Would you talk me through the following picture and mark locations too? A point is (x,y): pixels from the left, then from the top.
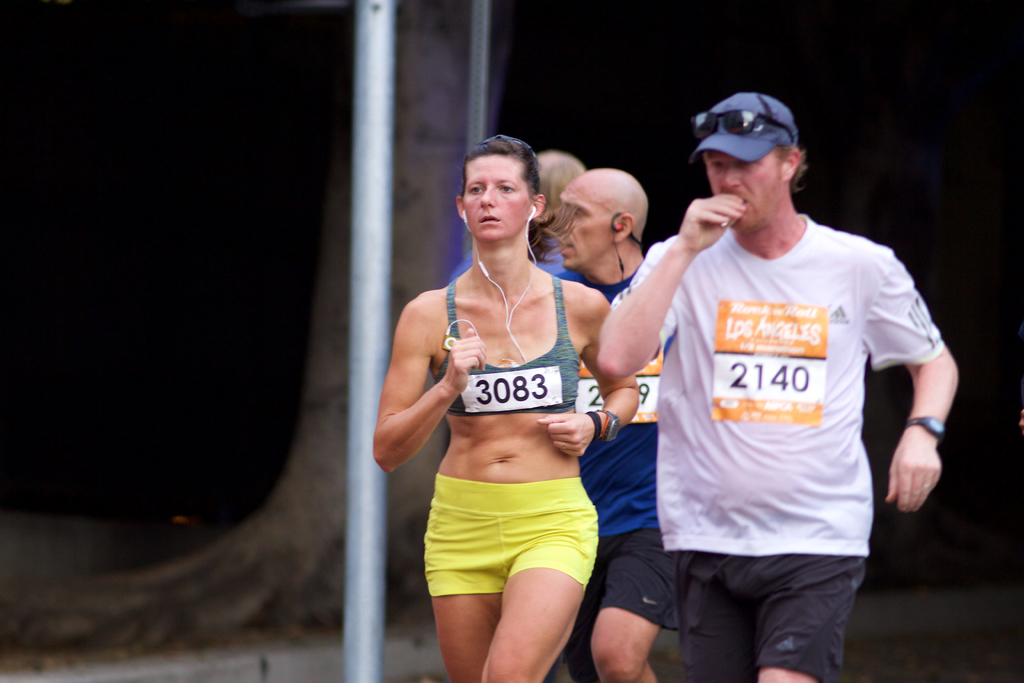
In this image I see 4 persons (663,267) and I see the white pole (374,531) over here and in the background (322,541) I see a tree (311,491) over here and I see that it is dark.
